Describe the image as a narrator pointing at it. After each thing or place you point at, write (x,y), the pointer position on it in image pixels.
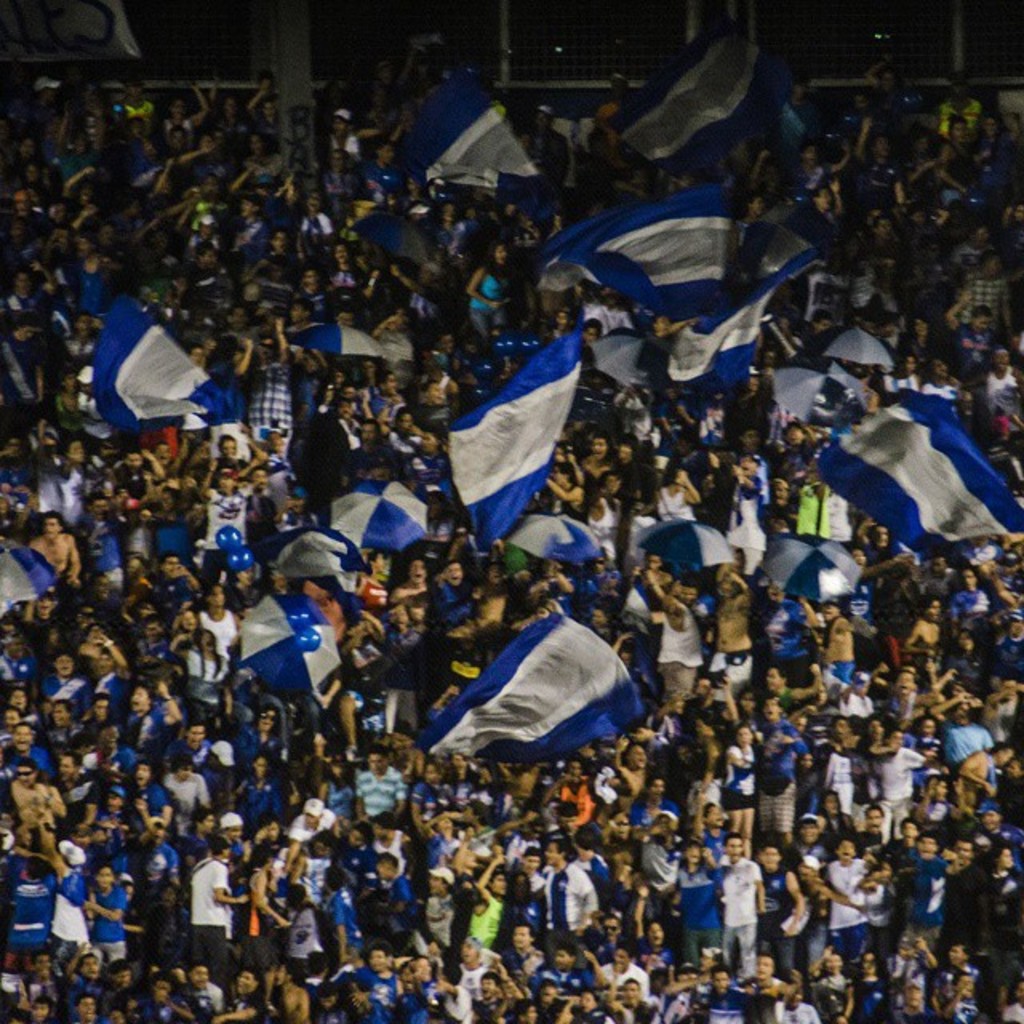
In this image there are people (448,763) in which few people (524,618) are holding the flags (943,424) and umbrellas (783,399). Behind them there is a metal fence (455,55).
